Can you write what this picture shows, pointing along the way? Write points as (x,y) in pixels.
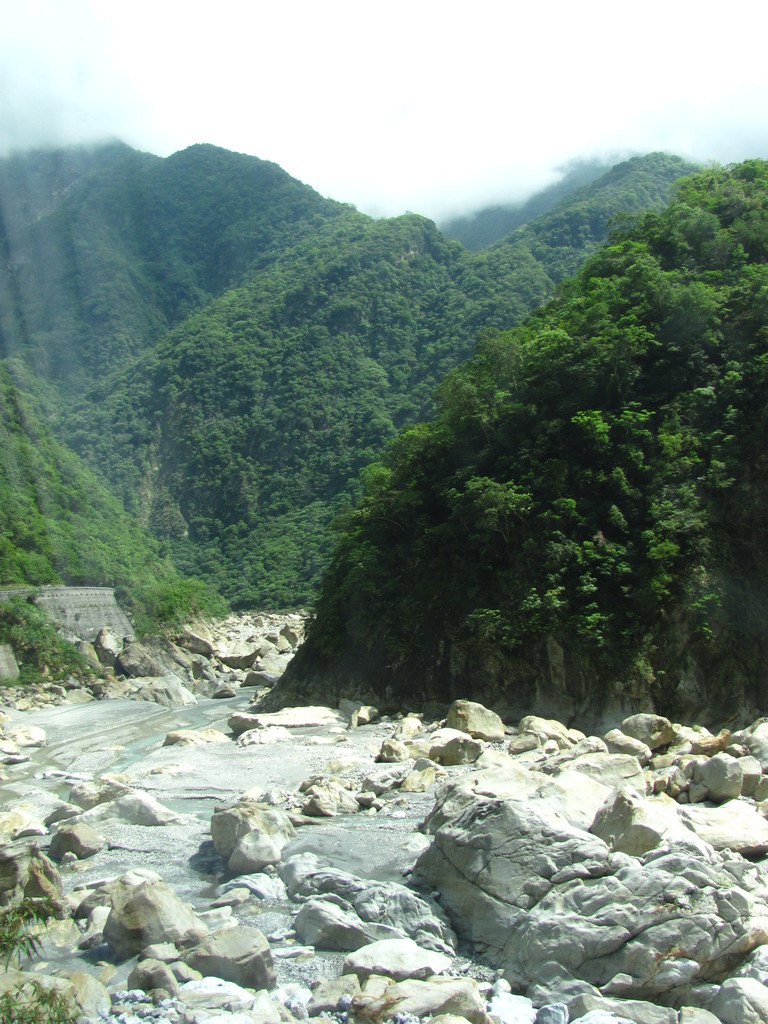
In this image we can see some stones (88,1000) and in the background of the image (343,336) there are some mountains (315,371), trees (360,490) and cloudy sky (495,104).
